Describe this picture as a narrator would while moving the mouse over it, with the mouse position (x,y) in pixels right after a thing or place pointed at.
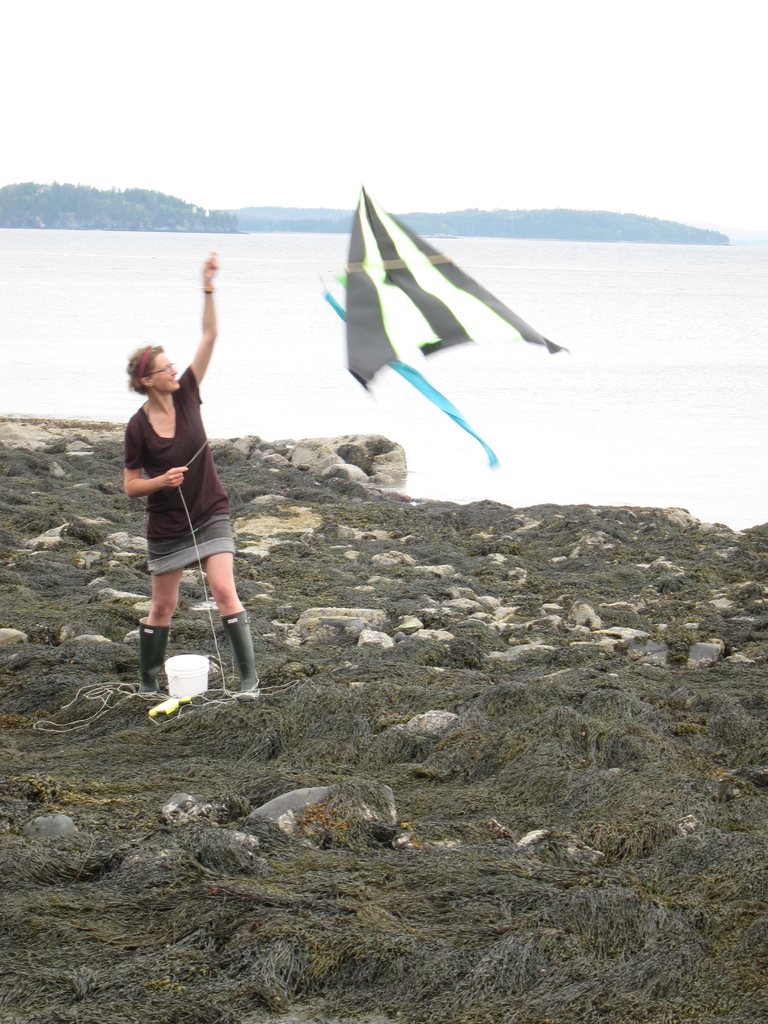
In this picture I can see a woman (158,517) standing and holding kite (351,335), behind we can see some rocks (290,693), water (340,385), back ground we can see some hills (141,218).
